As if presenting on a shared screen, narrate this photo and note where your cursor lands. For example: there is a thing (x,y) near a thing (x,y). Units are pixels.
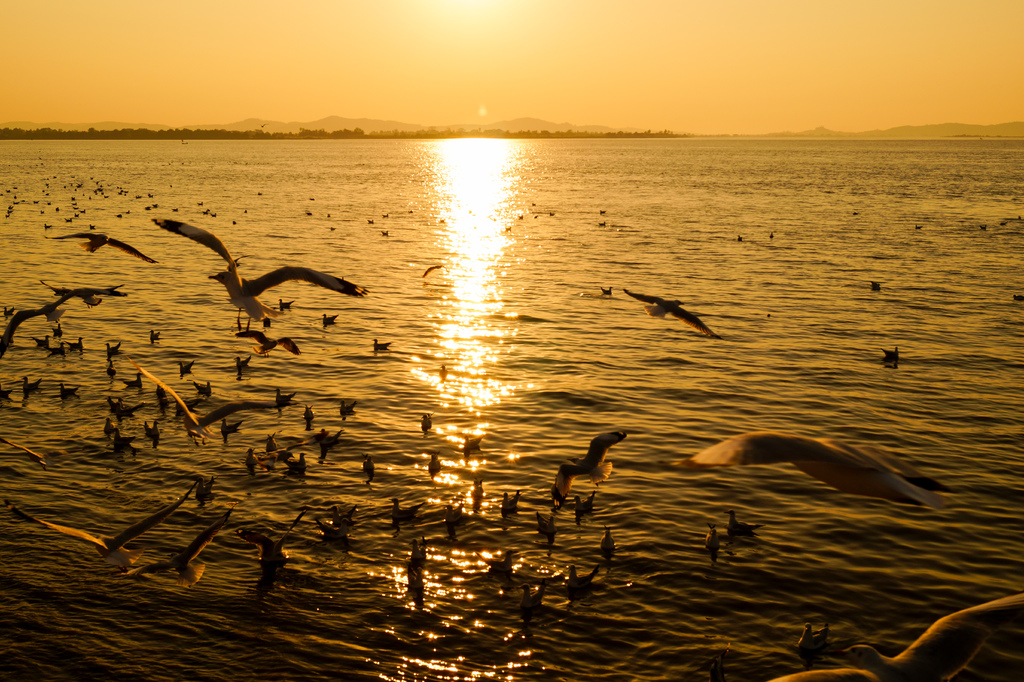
In this image we can see birds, water (599,302), mountains (531,129), trees (556,132), sky (625,94) and sun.
